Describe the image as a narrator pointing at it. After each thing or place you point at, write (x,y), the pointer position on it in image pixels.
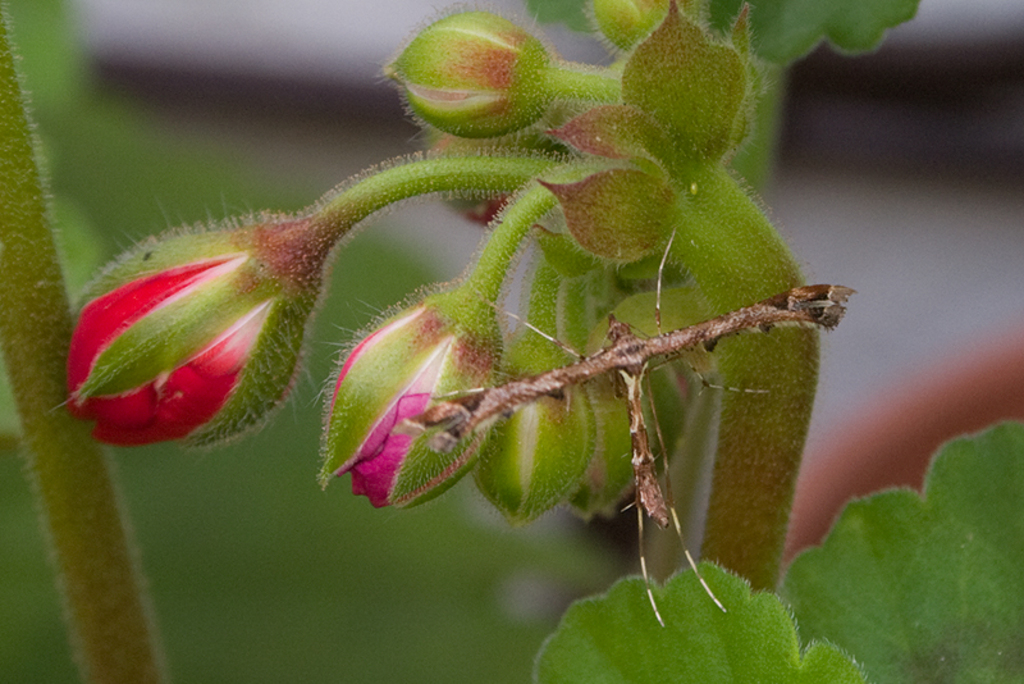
In this picture I can see the buds (409,320) and leaves (944,523) on the stems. I see that it is blurred in the background (238,538) and I can see the buds (176,320) are of red and pink color.
